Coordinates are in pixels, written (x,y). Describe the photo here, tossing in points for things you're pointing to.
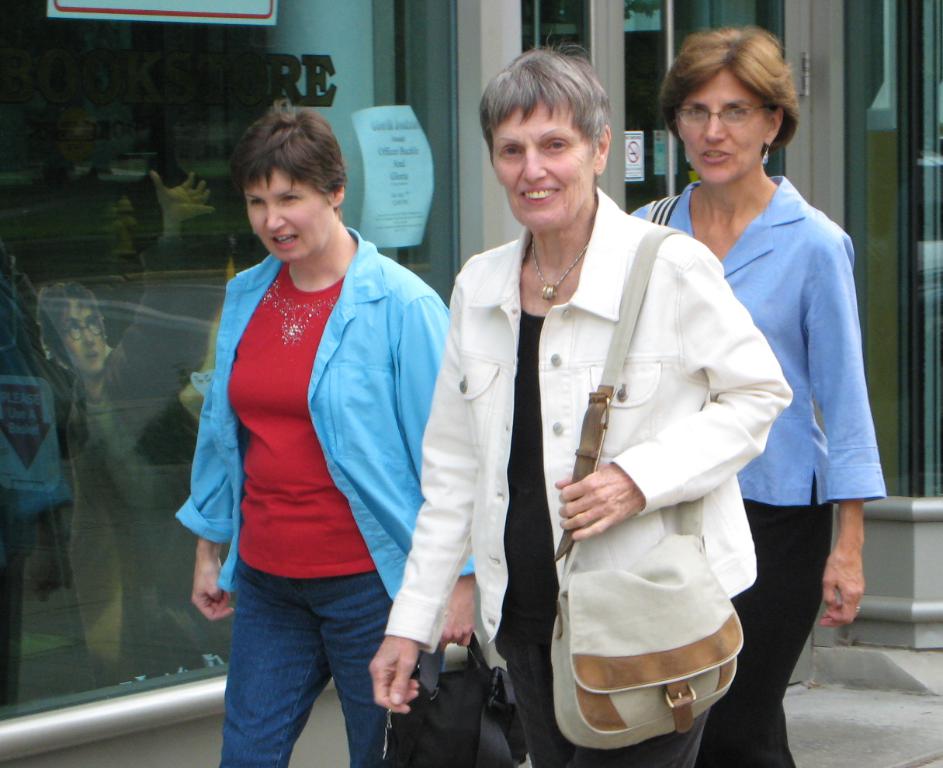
In this image, we can see people (432,306) and some are wearing bags (608,363). In the background (227,47), there are glass doors (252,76) and we can see some posters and there is a wall (889,595). At the bottom (831,720), there is a road (822,726).
